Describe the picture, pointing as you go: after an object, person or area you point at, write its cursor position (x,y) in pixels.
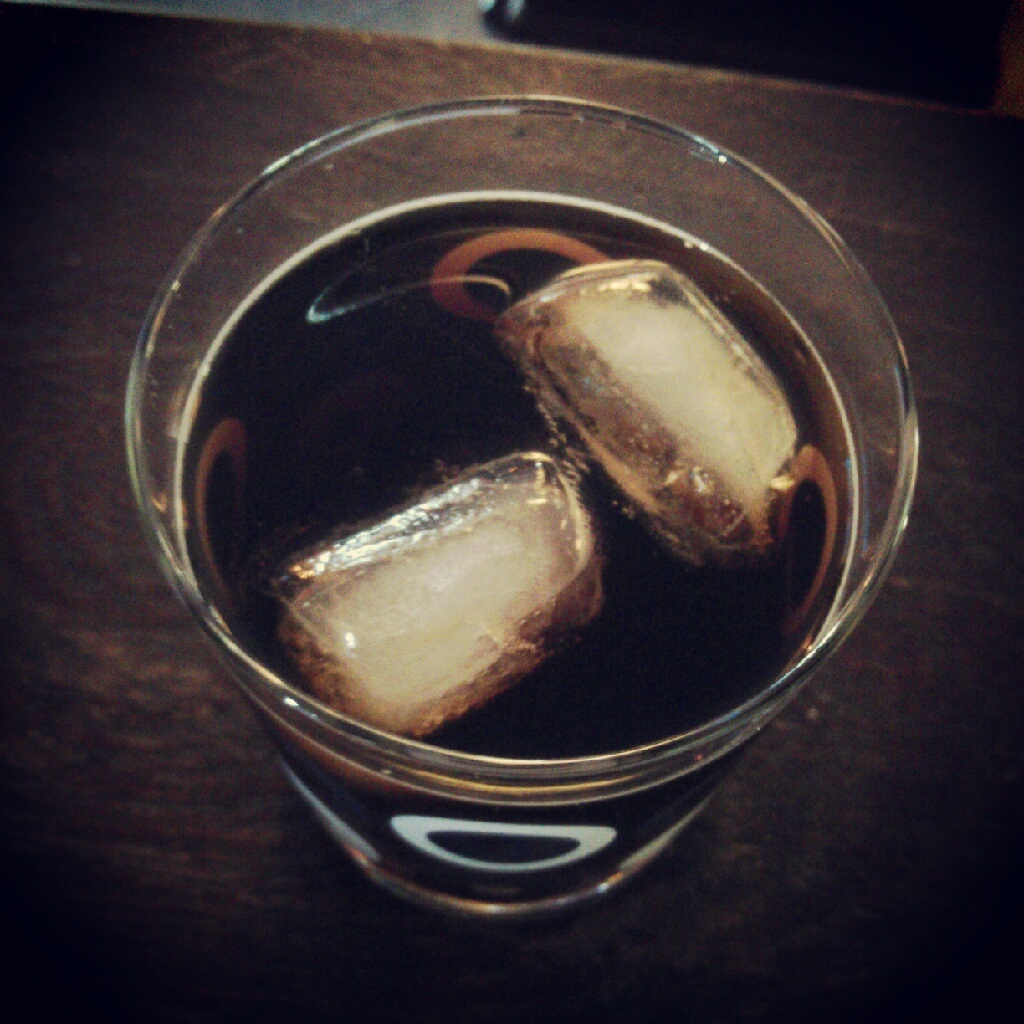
In this image we can see a glass (487,905) containing ice cubes (571,603) and beverage (452,407). At the bottom (565,976) there is a table (759,988).
